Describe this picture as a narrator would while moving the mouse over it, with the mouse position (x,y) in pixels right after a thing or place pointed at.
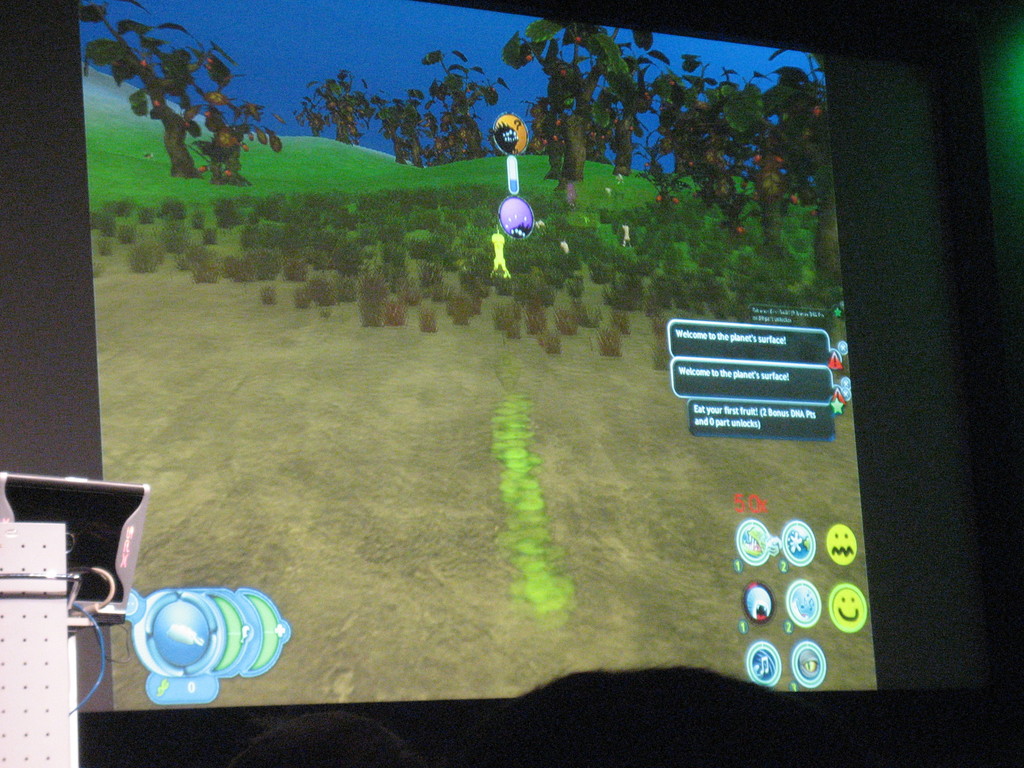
In this picture we can see a projector screen (946,523), there is a cartoon (711,398) on the screen (458,222), we can see cartoons (459,311) of trees (469,120) and grass (468,181) in this image.
